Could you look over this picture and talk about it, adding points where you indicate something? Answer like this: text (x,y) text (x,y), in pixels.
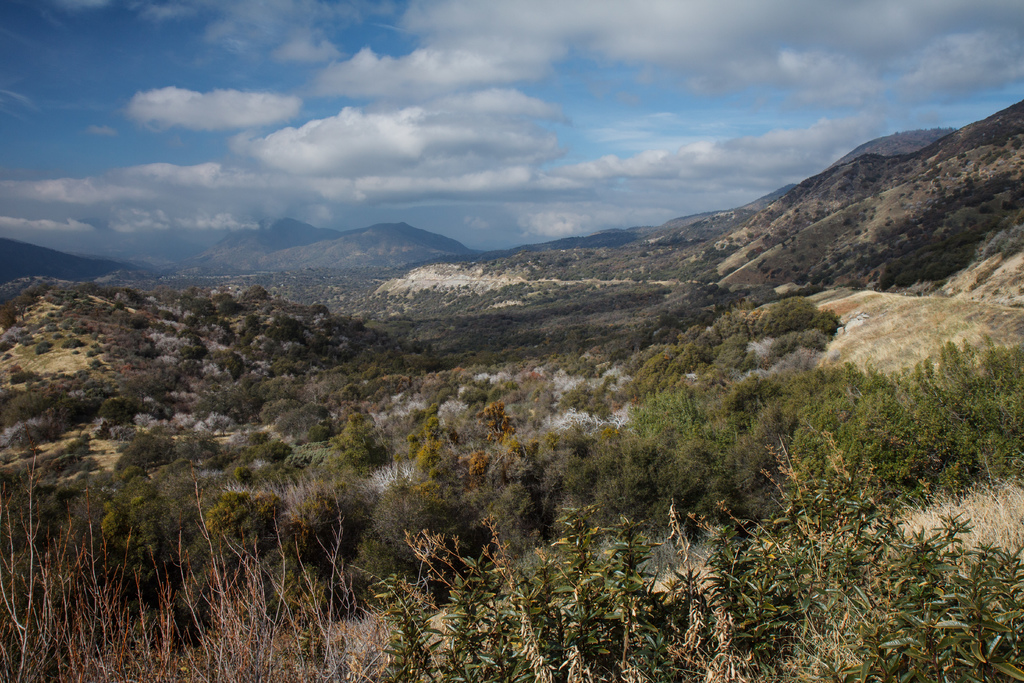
In this picture we can see a few plants (505,468) from left to right. There are some mountains (507,269) in the background (567,247). Sky (418,164) is blue in color and cloudy.
